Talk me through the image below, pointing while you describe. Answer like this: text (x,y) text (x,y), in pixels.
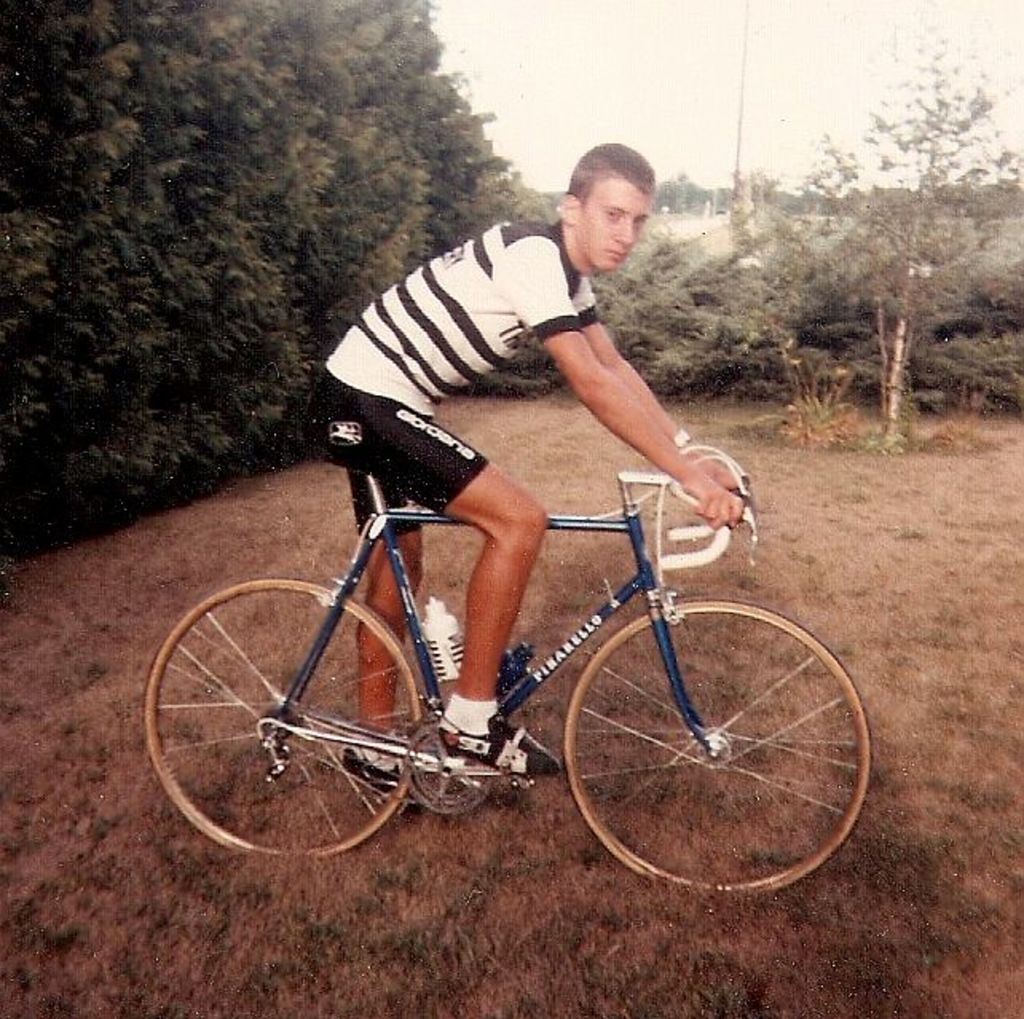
In this image I can see a person (393,700) is sitting on the bicycle (584,632) and it is in blue color. He is wearing a black and white t-shirt (424,366) and the shoes (499,745). In the back (351,144) there are trees (221,81) and the sky (725,109).
